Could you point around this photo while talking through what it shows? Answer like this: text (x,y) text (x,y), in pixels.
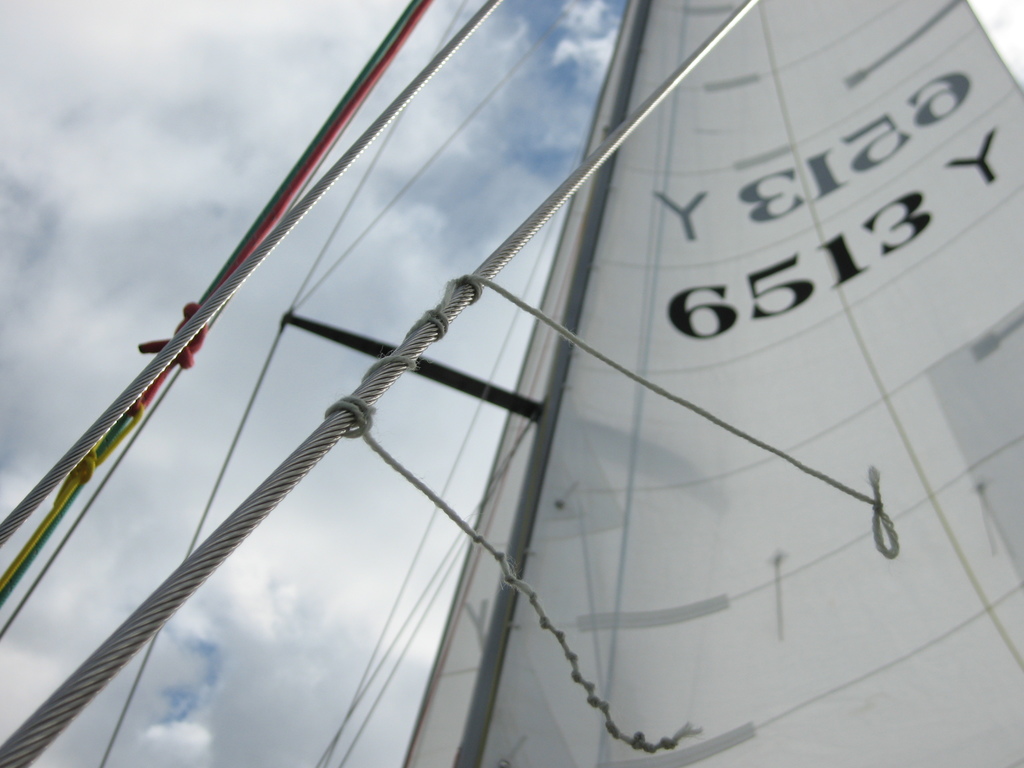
In the center of the image (666,281) we can see boat (598,429). In the background (393,163) we can see sky (393,163) and clouds (288,155).
